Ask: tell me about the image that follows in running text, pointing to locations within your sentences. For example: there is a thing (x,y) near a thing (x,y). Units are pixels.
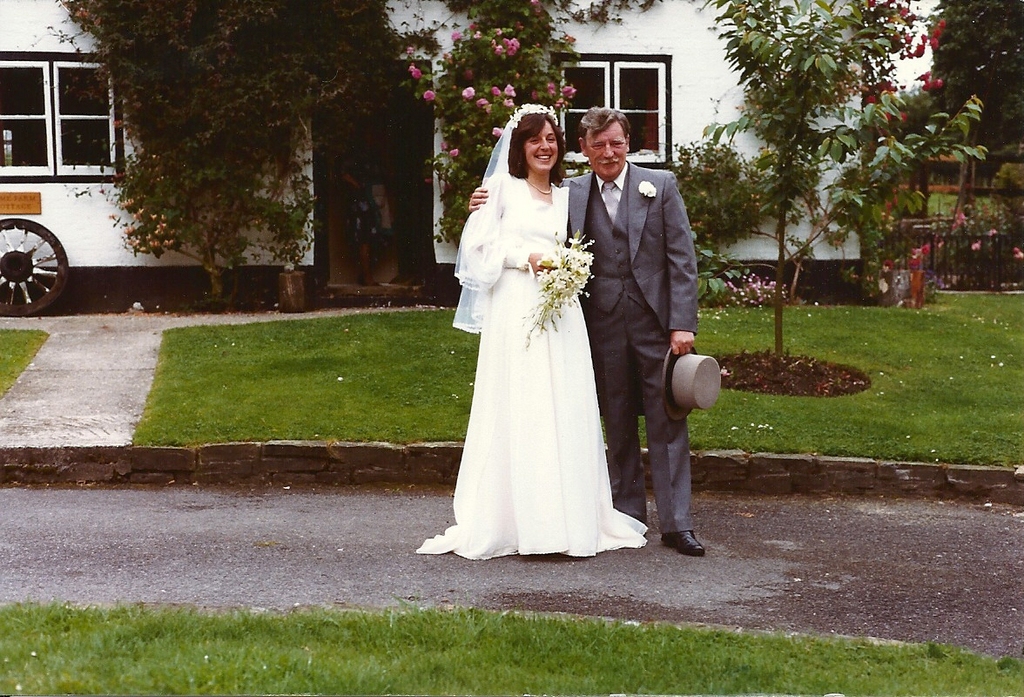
This picture is clicked outside. In the foreground (582,666) we can see the green grass (428,659). In the center (646,238) there is a man (640,235) wearing suit (653,340), holding a hat (696,378), smiling and standing on the ground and there is a woman (532,273) wearing white color dress (534,285), holding flowers (567,274) and standing on the ground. In the background (653,105) we can see a house (667,84) and the windows (626,84) of the house (53,177) and we can see the trees (968,131), plants (971,222) and the grass (885,328).
